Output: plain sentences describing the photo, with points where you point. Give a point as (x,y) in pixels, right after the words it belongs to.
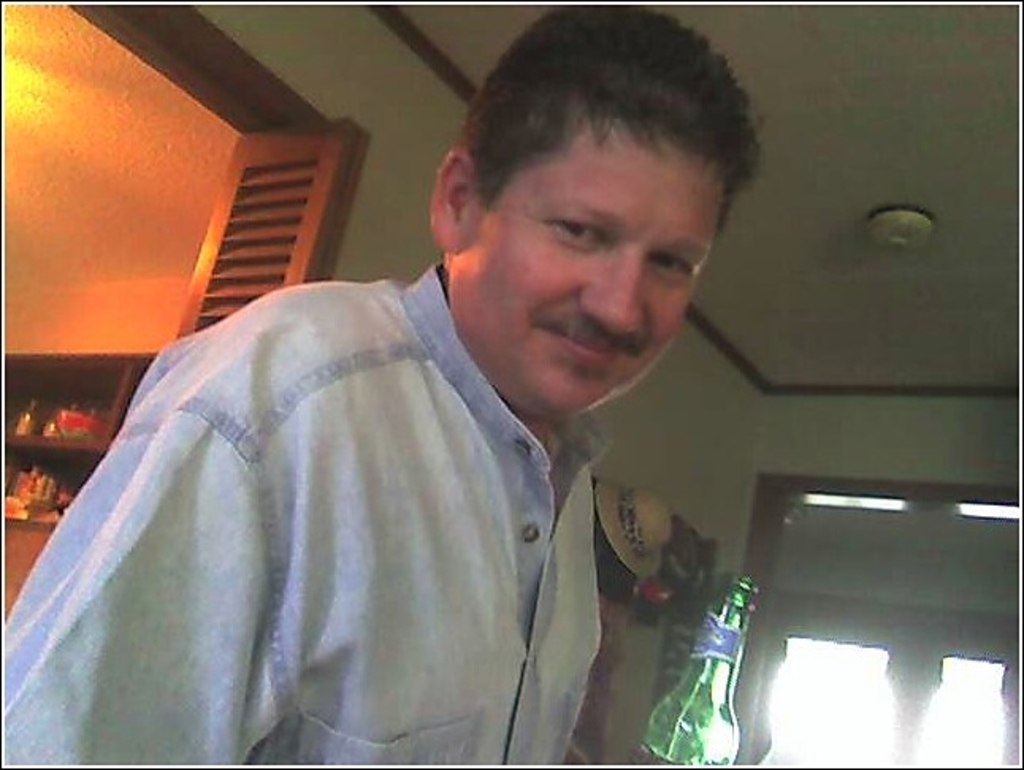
In this image I can see a man (561,460) and a smile on his face (608,369). Here I can see a bottle (750,582) and few hats (646,511) on this wall (682,443).
